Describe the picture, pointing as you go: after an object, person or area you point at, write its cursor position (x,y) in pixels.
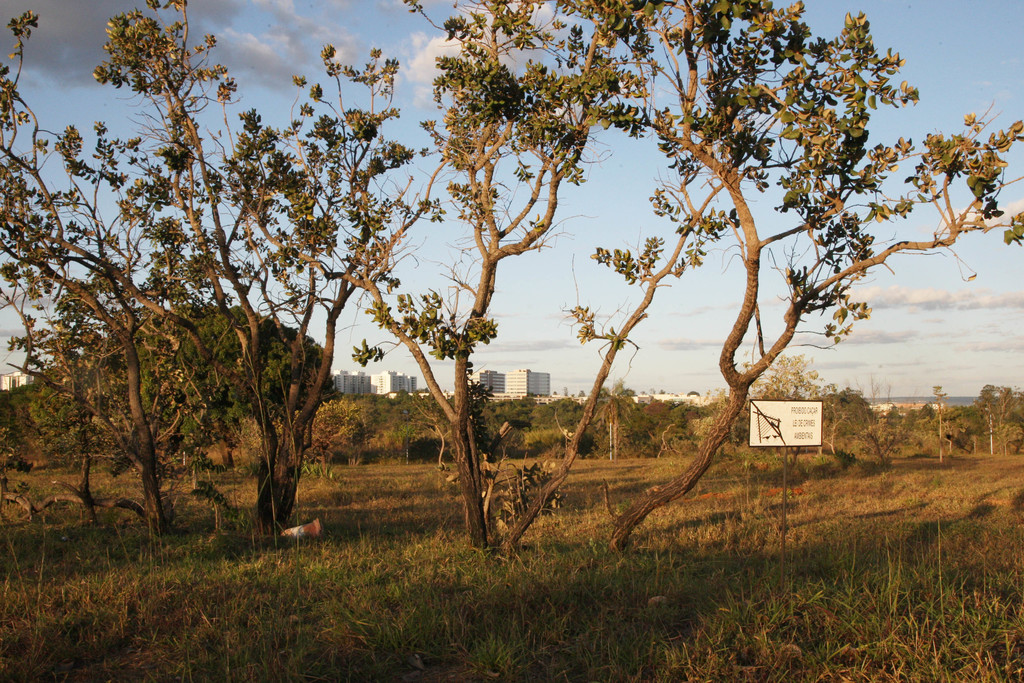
In this image I can see few trees (840,406) in green color and I can also see the board (800,438) attached to the pole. Background (650,378) I can see few buildings (343,377) in white color and the sky (502,131) is in blue and white color.
